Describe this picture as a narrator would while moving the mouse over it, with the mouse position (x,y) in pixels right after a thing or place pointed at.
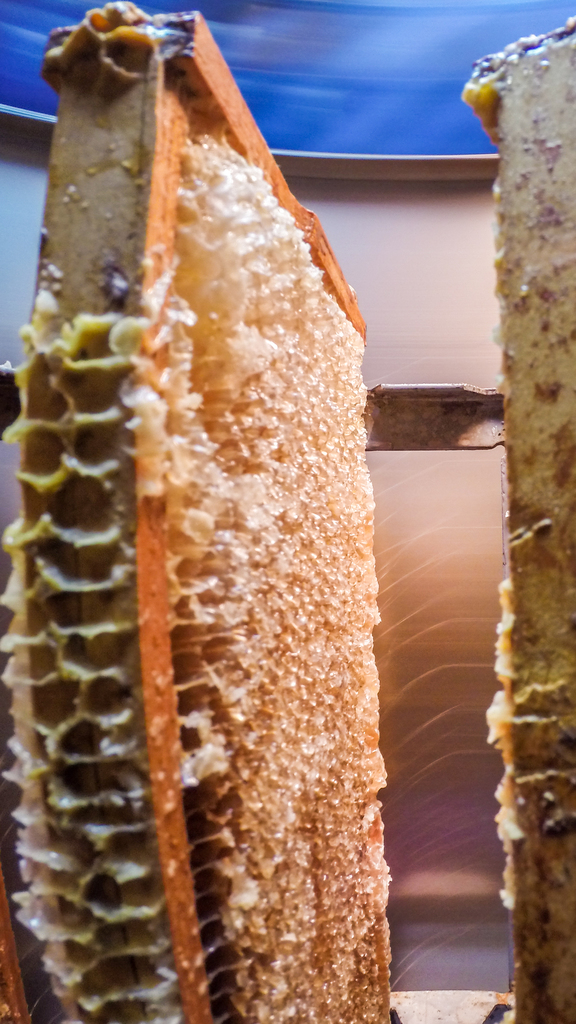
In this image, we can see a honey bee nest (191,720).
